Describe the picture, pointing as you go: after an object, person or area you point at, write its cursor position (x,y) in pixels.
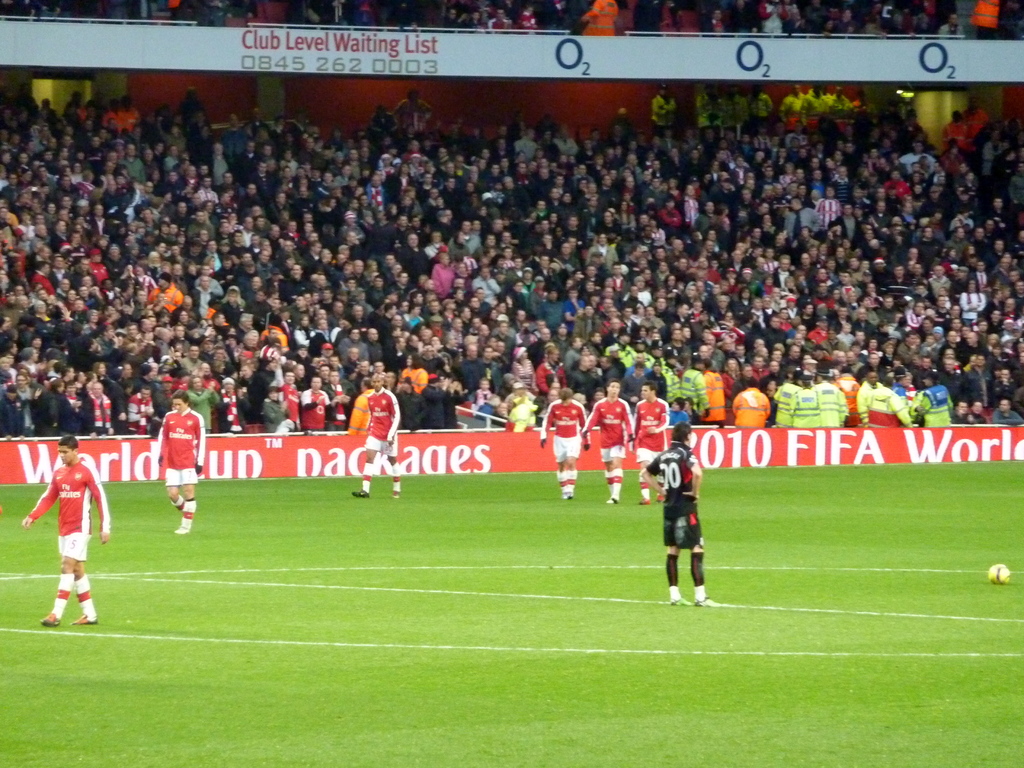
In this image I can see people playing football in a ground (949,544). Many people (539,294) are seated at the back (514,385).
